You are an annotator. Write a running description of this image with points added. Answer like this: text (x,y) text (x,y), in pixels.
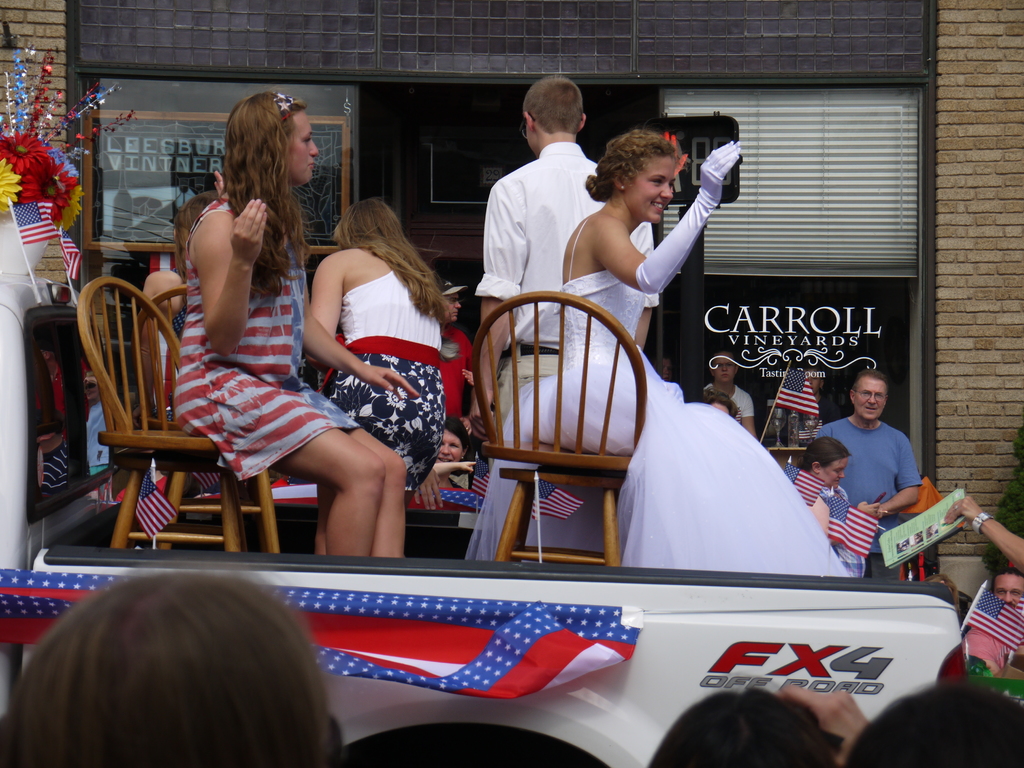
This is a picture taken in the outdoors. It is sunny. There are two women's (278,278) sitting on chairs (143,419) and group of people (398,423) stand on a vehicle (420,572) and the vehicle (141,564) is decorated with flowers (24,194) and flags (36,231). Behind the people (362,385) there are group of people (857,414) standing on path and wall (978,157) and a shop (799,242).
